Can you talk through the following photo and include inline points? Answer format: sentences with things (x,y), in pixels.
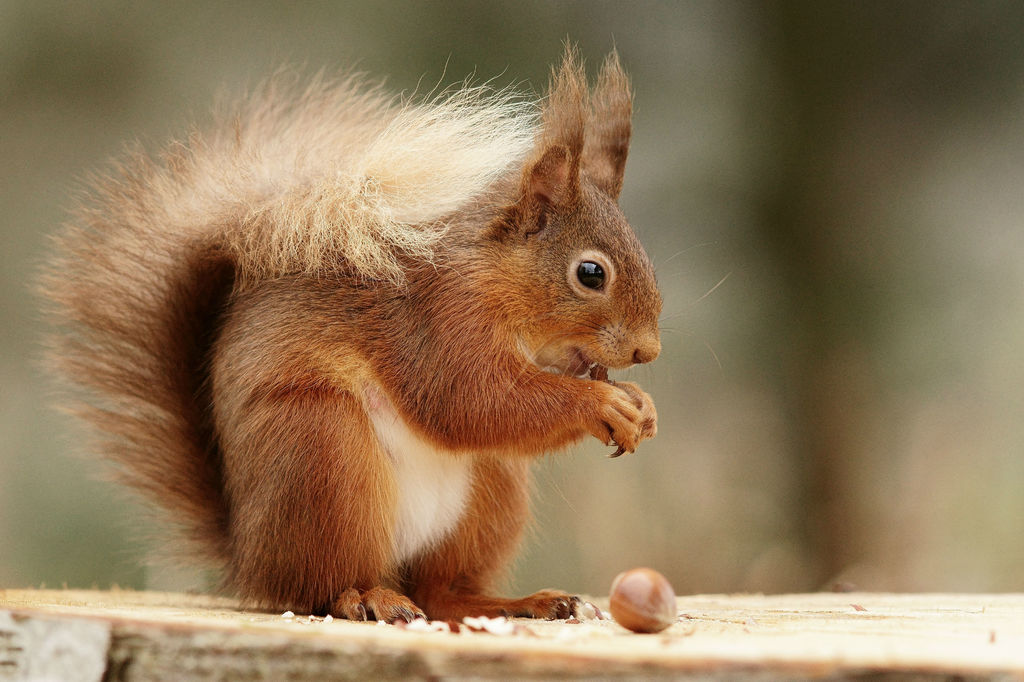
In this image there is a wooden surface (613,652), on that there is a nut (636,612) and squirrel (296,357), in the background (95,469) it is blurred.
